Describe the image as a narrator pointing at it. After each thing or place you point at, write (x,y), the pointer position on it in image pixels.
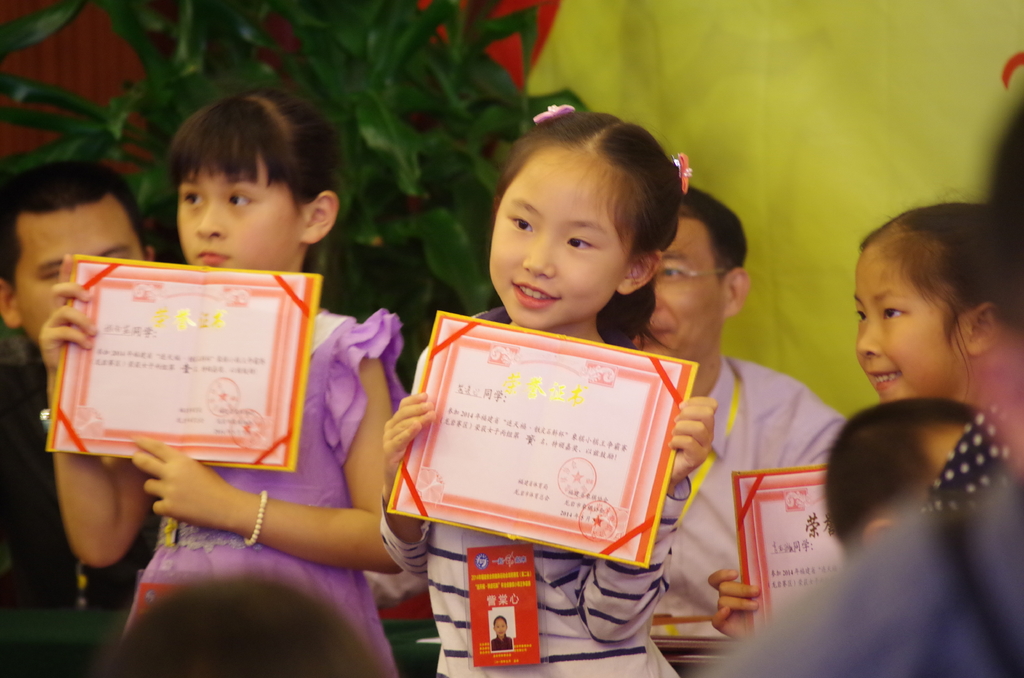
In this picture I can see girls (393,362) are holding objects (269,409) in their hands (413,404). In the background (445,297) I can see men (21,231) and plants (337,229).
